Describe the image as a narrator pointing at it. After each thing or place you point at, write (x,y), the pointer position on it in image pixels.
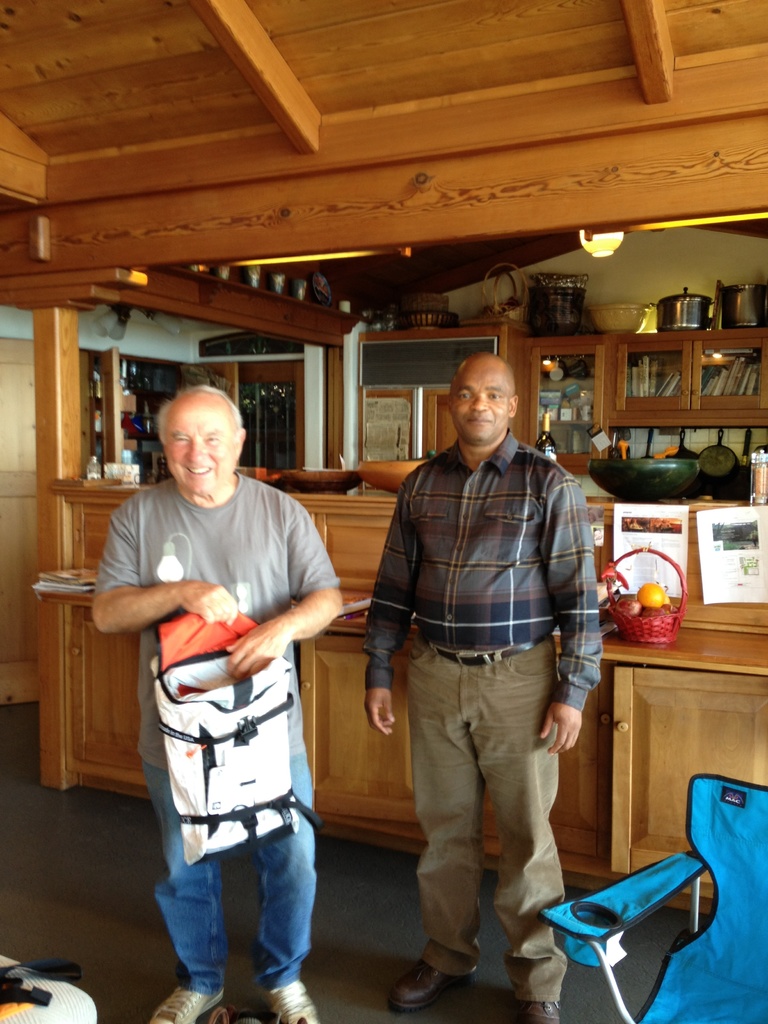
As we can see in the image there is chair (690,924), two people (328,566) standing, table (357,632), rack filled with books (703,369), dishes (555,302), light (600,237) and papers (752,537). On table (697,646) there are books (45,573) and fruits (649,591). The person (201,455) standing on the left side (208,531) is wearing grey color t shirt (211,556) and holding bag (207,759). The person (553,701) on the right side (553,701) is wearing black color shirt (467,601).
